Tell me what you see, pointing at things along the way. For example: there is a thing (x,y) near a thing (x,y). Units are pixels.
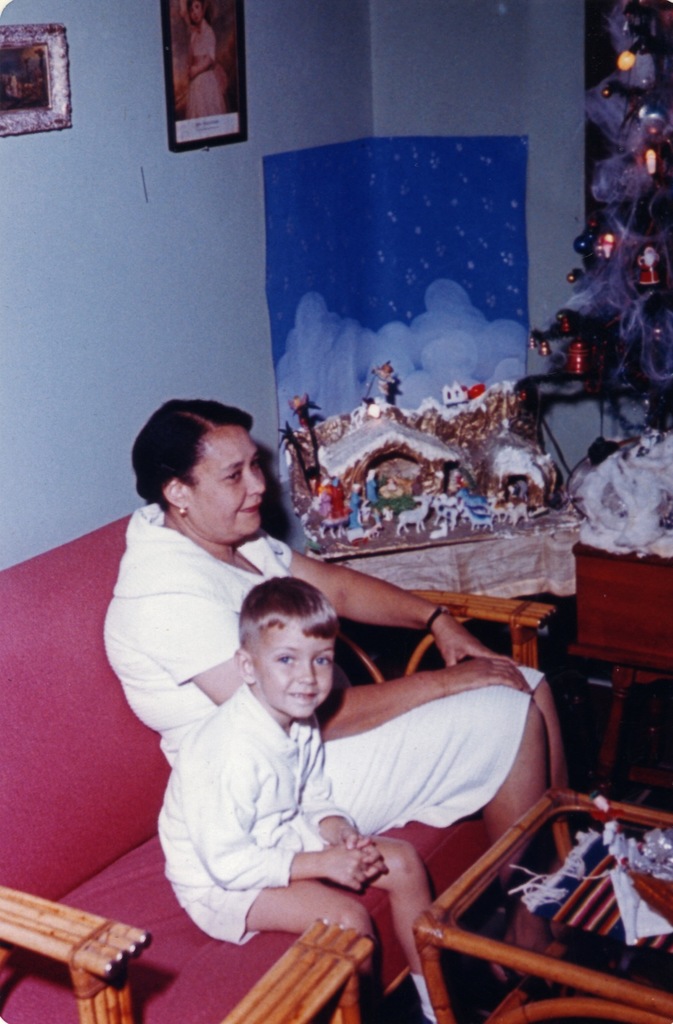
In this image I can see a woman (165,638) and a boy (268,826) sitting on the couch (139,838). This is a teapoy (585,939) where some objects (620,887) are placed. This looks like a Christmas toy (413,466), and at the right corner of the image (634,285) I can see a Christmas tree (646,317). There are photo frames (199,78) attached to the wall (159,157).
